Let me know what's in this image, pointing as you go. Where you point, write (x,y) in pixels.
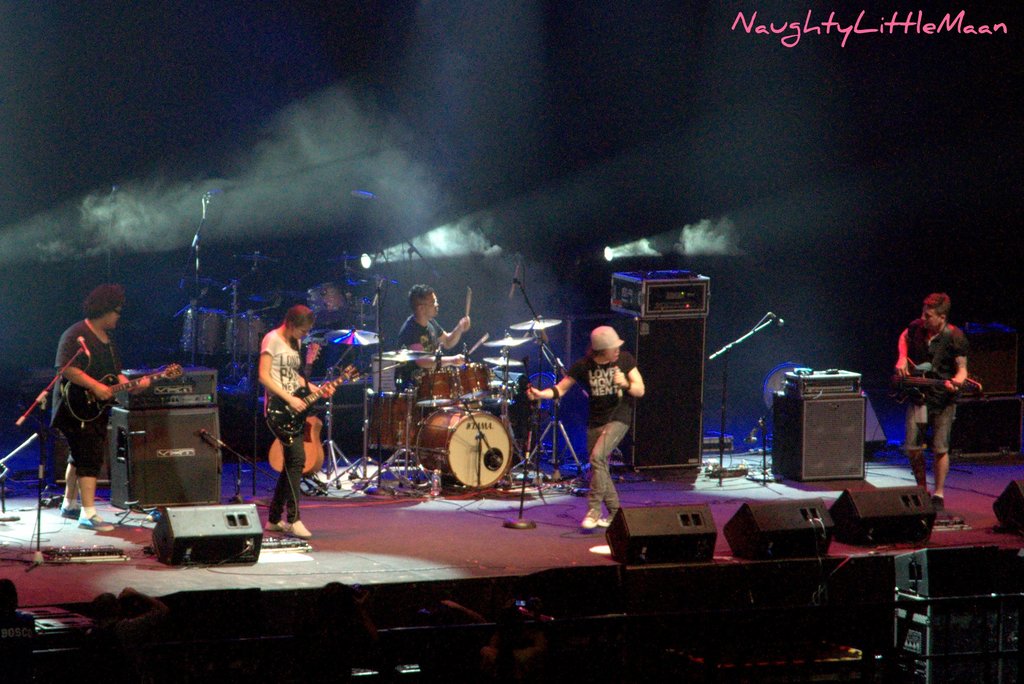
Here on a stage (439,561) there are people (588,401) performing different actions left side of an image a person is playing guitar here a woman (275,395) is playing guitar (314,406) here she is dancing these are the speakers (680,407).
